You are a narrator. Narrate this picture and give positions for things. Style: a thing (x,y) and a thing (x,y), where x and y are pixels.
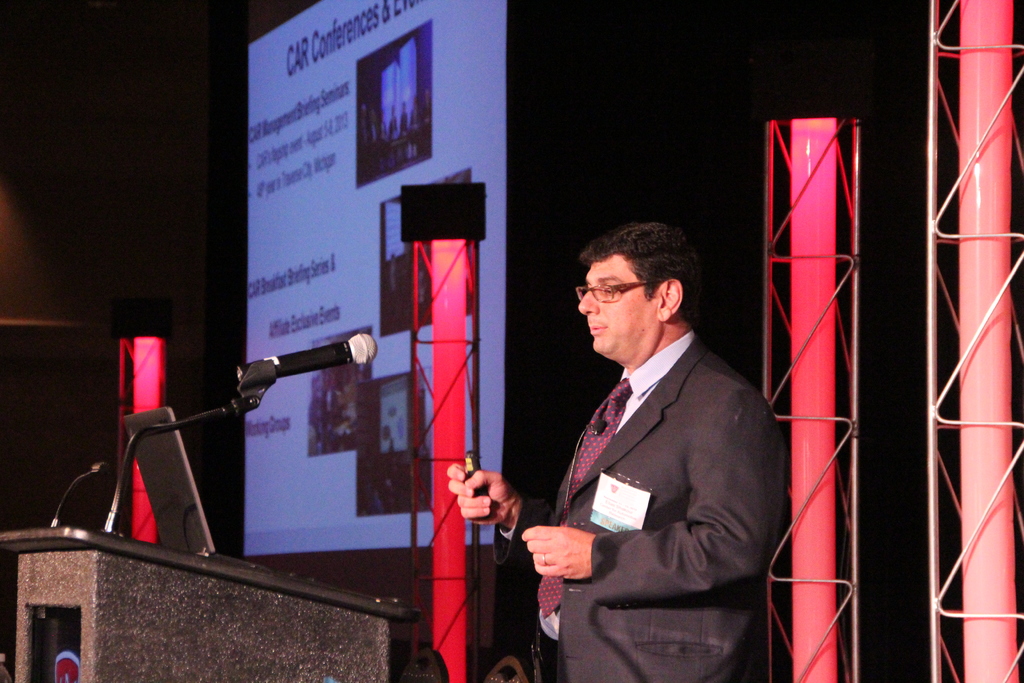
In this image there is a man (491,496) standing in front of the podium (233,610). On the podium (211,637) there is a mic (316,354) and a laptop (173,483). In the background (851,230) there are stands (829,258) with the lights (827,282). On the left side (323,146) there is a screen (324,123). The man (680,518) is wearing the suit (616,548) and an id card (601,509).
